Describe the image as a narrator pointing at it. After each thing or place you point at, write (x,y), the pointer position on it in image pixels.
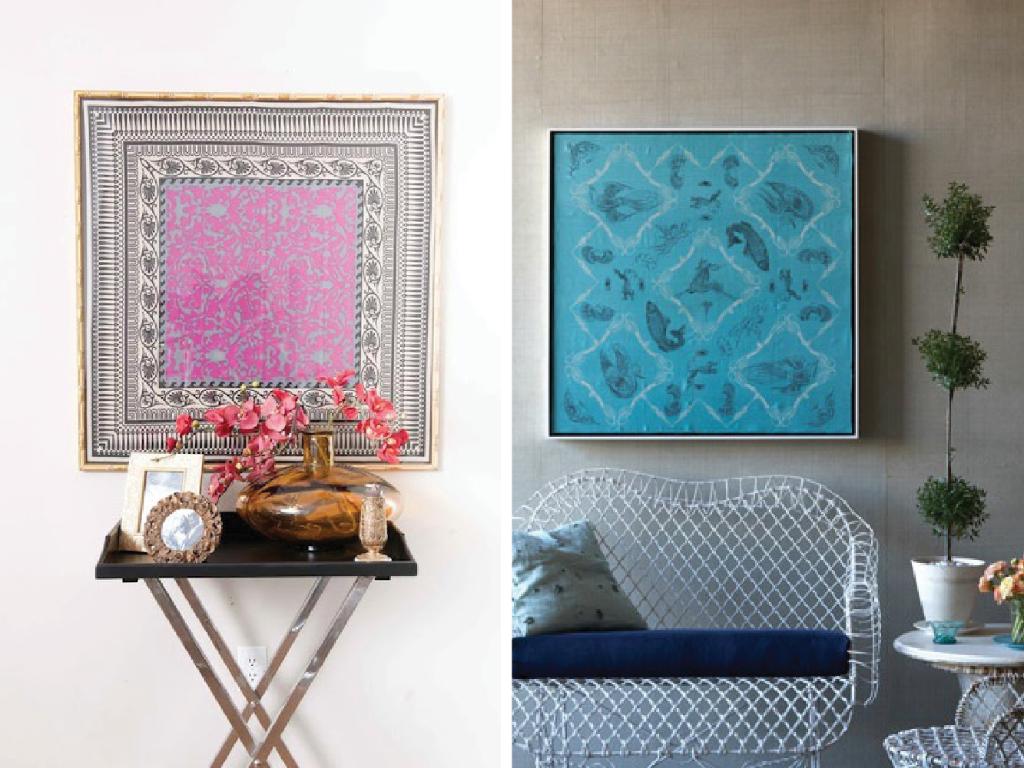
This image consists of two images. On the left side (319,568) there is a table (264,540) and on the table (226,521) there are photo frames (193,508) and a flower pot (346,507) and glass (363,503). There is photo frame (123,253) on the wall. In the right side (765,390) image there is a photo frame (725,322) on the wall (932,711) and there is a chair (748,576) on the chair (724,611) there are pillows (783,666). There is a plant (938,247) in the bottom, there is a table (995,672) on the right side (1014,656) bottom corner.
